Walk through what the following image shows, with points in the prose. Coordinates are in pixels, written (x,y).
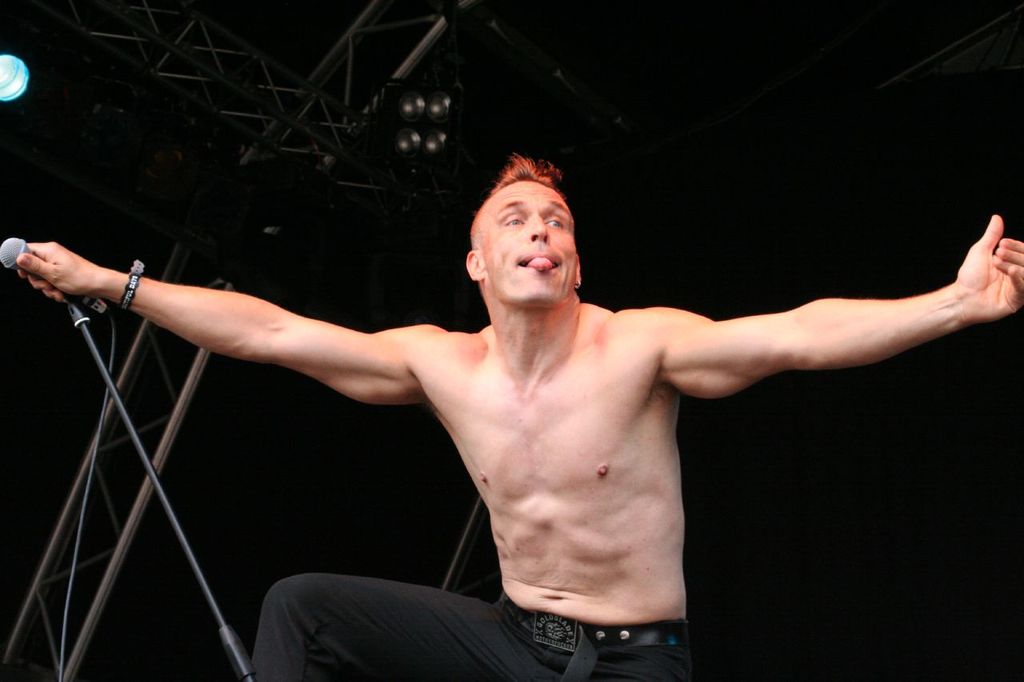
In this image in the center (632,426) there is one person (508,577) who is standing and he is holding a mike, in the background (311,142) there are some poles (92,558) and at the top (442,106) there are some lights (428,108).
